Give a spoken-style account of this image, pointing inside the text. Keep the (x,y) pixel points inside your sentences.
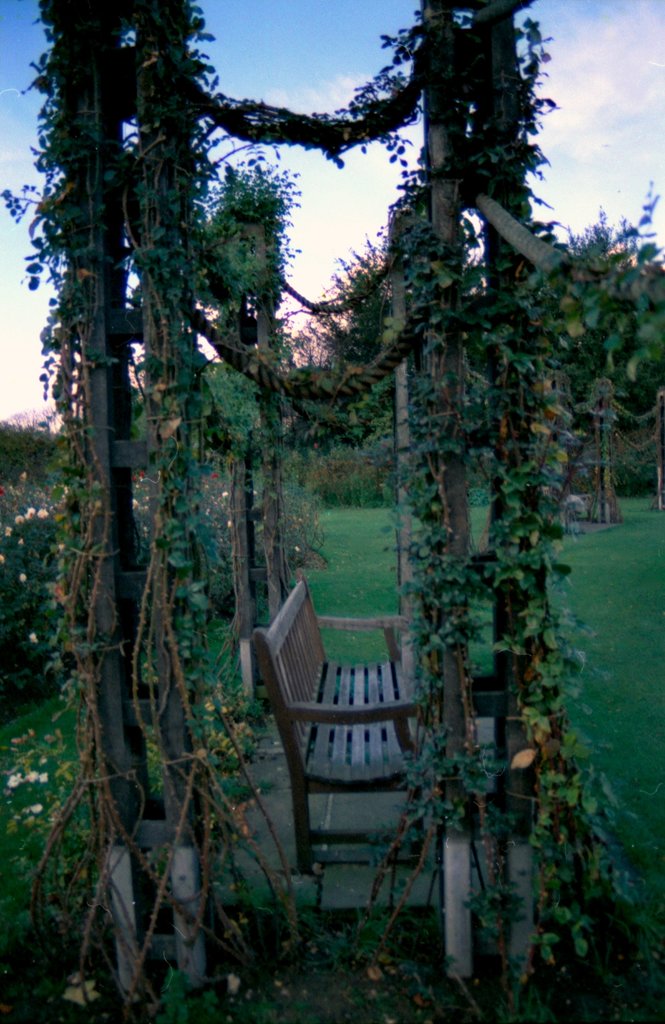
In this picture we can see a bench (376,714) and wooden posts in the front (438,415), at the bottom (619,699) there is grass (623,655), in the background (632,245) we can see trees (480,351), we can see leaves (511,557) of plants (194,110) on wooden posts (179,332), there is the sky (300,55) at the top of the picture (318,27).
